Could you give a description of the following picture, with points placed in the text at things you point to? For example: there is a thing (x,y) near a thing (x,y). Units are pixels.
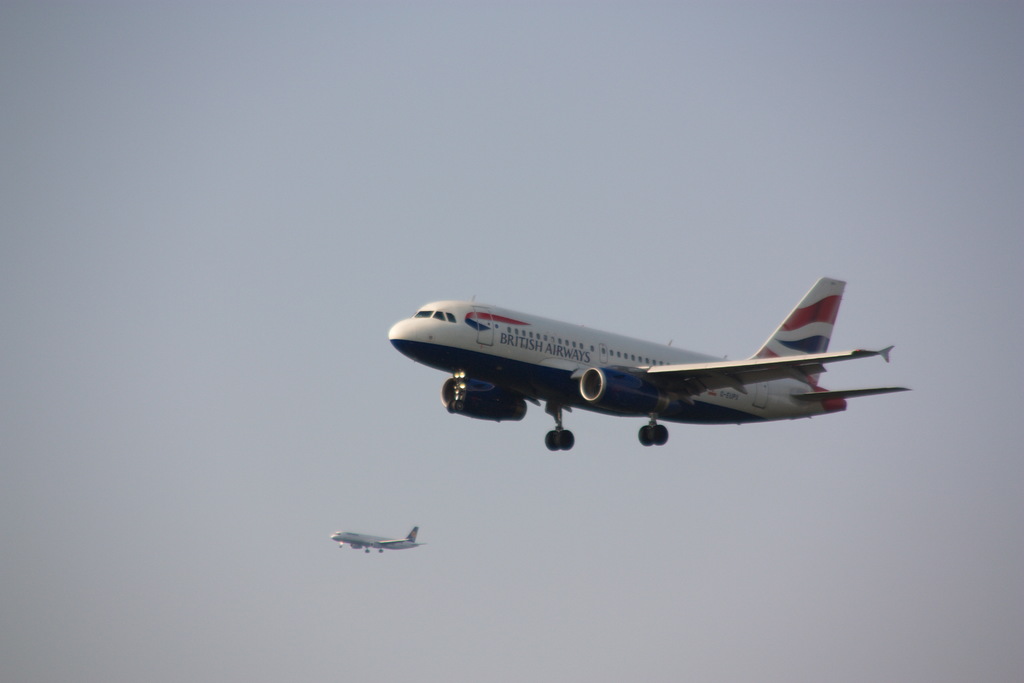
This picture is clicked outside. In the center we can see the two airplanes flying in the sky (665,260). In the background (266,277) there is a sky (327,110).
